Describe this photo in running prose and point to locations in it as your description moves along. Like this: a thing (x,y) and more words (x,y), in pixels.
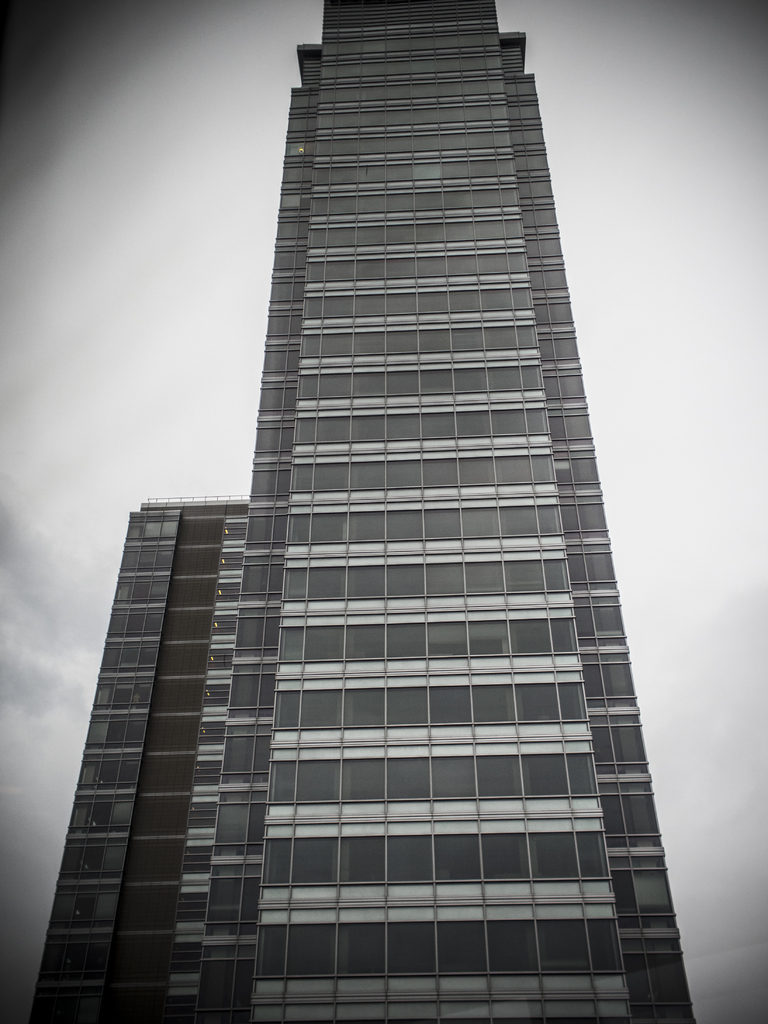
This is a black and white picture, in this image we can see a building (438,800) and in the background (667,739), we can see the sky (693,198) with clouds (68,454).
